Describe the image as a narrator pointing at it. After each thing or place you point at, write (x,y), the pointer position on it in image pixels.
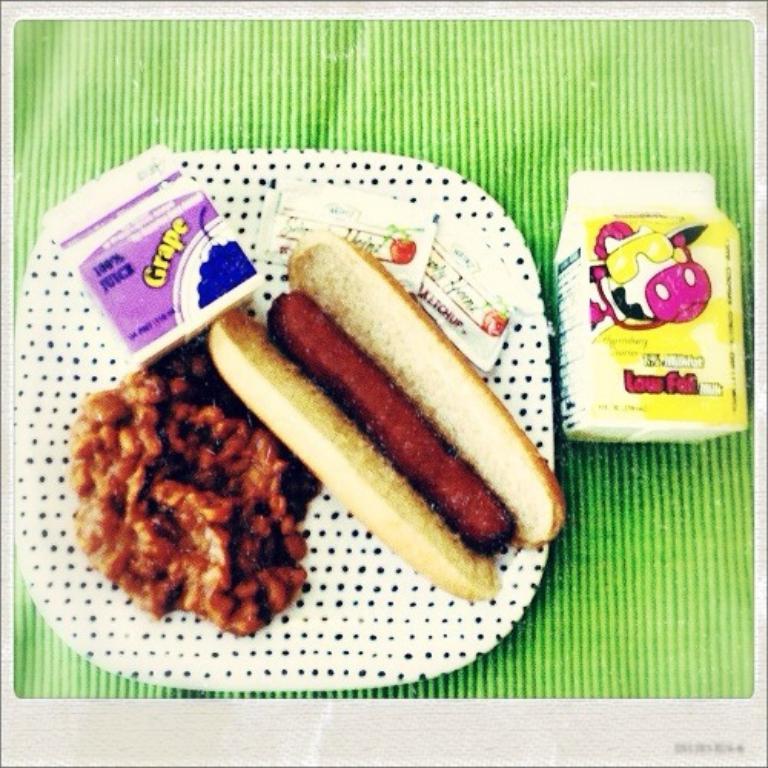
In this image we can see some food items (350,502) kept in the black and white plate (327,659) and tetra pack (605,379) with milk (613,379) are placed on the green color surface (689,627).
